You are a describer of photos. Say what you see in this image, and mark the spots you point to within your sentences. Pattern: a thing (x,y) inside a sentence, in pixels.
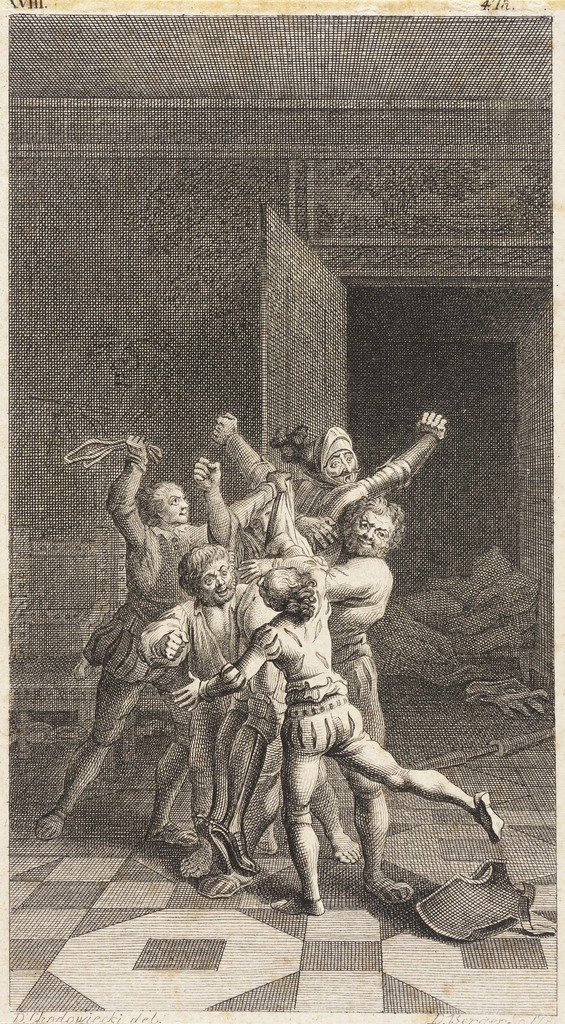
In this image we can see a poster (392,888). On this poster (308,641) we can see pictures (161,581) of people (131,560), floor (308,916), wall (109,369), door (265,291), and few objects (470,911).
